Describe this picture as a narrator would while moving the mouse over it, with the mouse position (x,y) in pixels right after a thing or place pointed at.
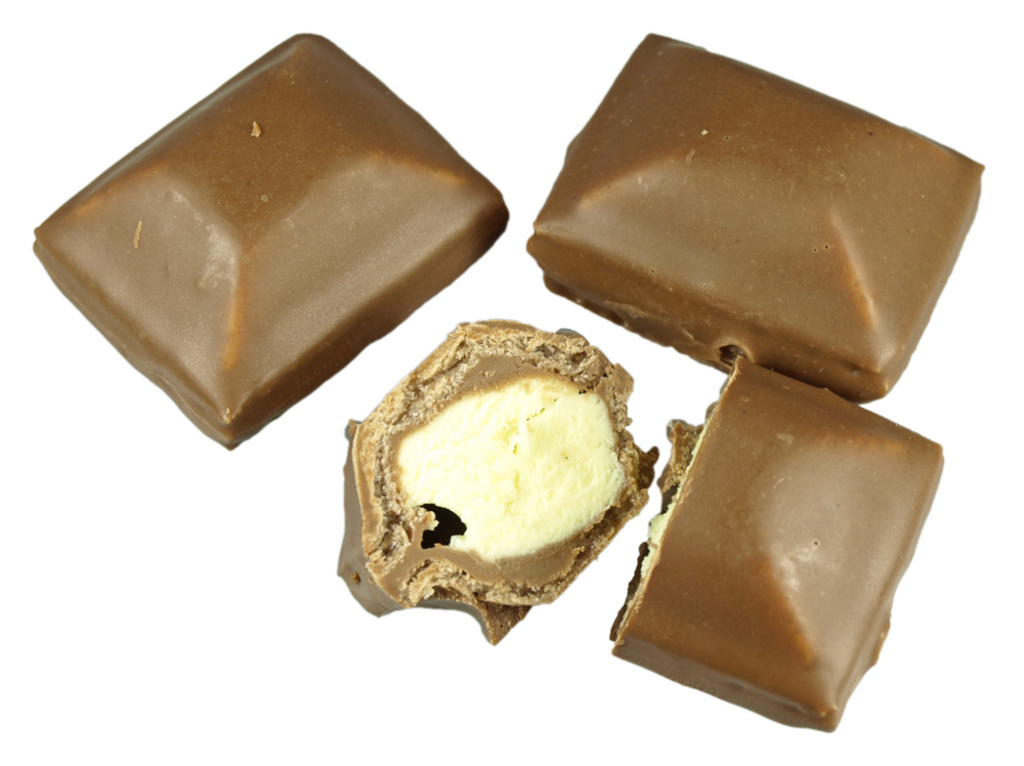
In this image I can see few chocolates (450,262) and the chocolates (462,257) are in brown color and I can see white color background (25,2).
